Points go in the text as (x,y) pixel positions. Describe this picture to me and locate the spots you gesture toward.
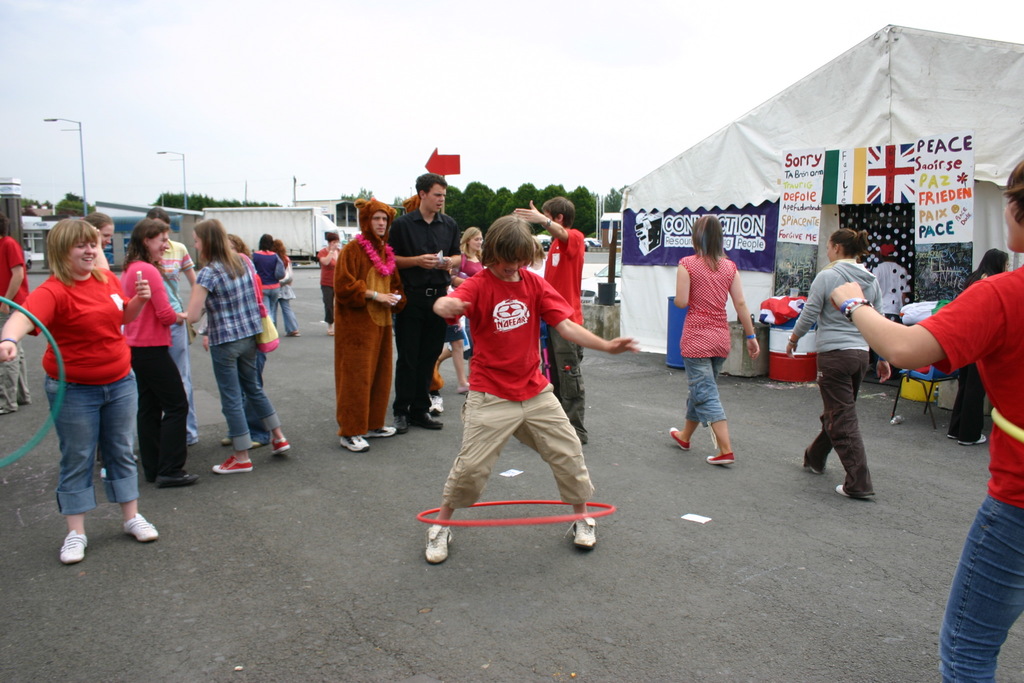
In this image, in the middle (531,310) there is a boy (542,384), he wears a t shirt (536,343), trouser (467,479), he is playing with ring (523,526). On the left (81,358) there is a woman (116,378), she wears a t shirt (116,335), trouser (81,447), shoes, she is playing with ring (59,386). On the right (842,355) there are two women (825,363), they are walking. In the middle (453,249) there are people (252,287), tents (826,219), posters (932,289), chairs (949,377), trees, street lights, road (308,447), sky (189,155) and clouds (368,125).
